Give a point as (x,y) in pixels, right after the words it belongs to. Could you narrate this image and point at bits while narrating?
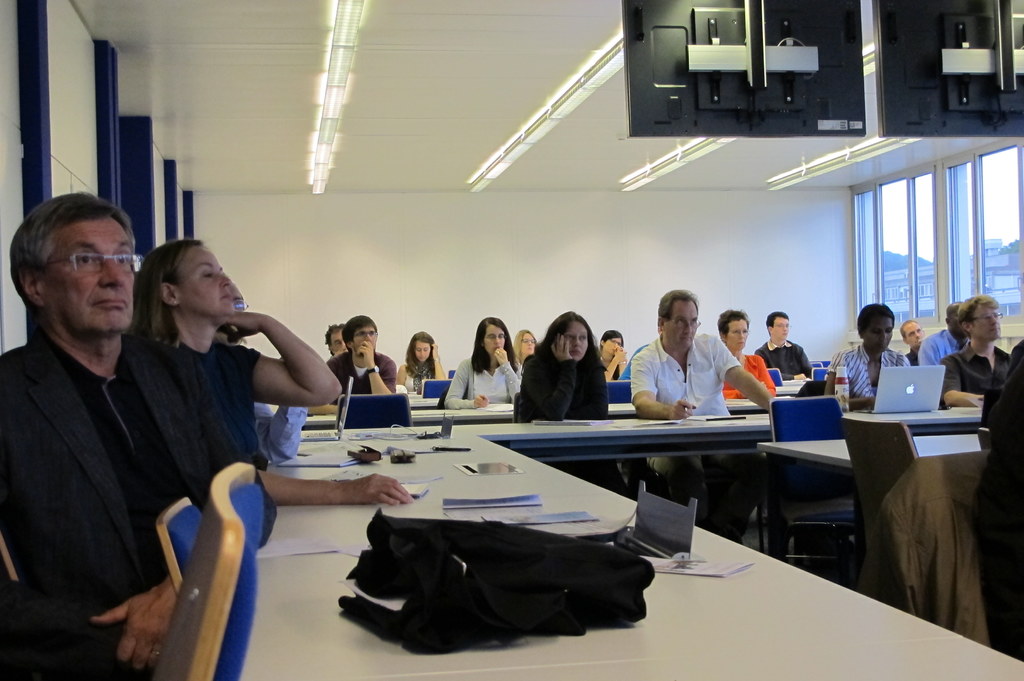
In this image I can see the group of people (595,377) sitting in front of the table (680,613). On the table (666,621) there are papers (551,522) and some of the objects (599,604).
